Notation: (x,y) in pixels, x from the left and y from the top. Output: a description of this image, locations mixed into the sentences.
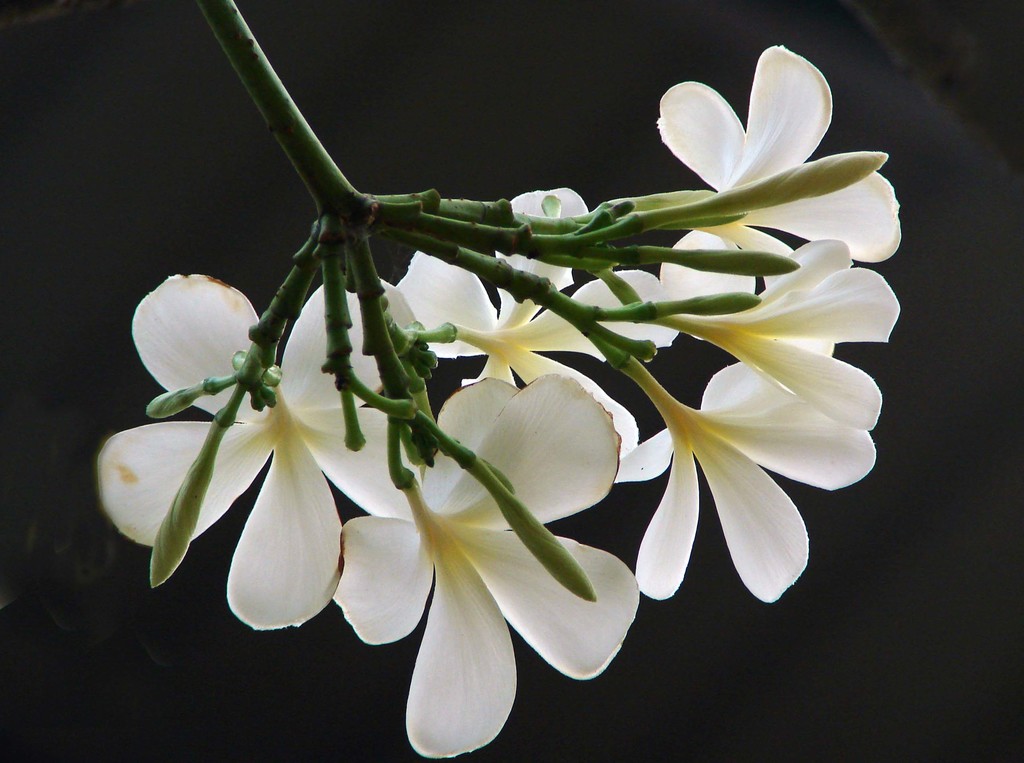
In the image we can see some flowers (148,351).
